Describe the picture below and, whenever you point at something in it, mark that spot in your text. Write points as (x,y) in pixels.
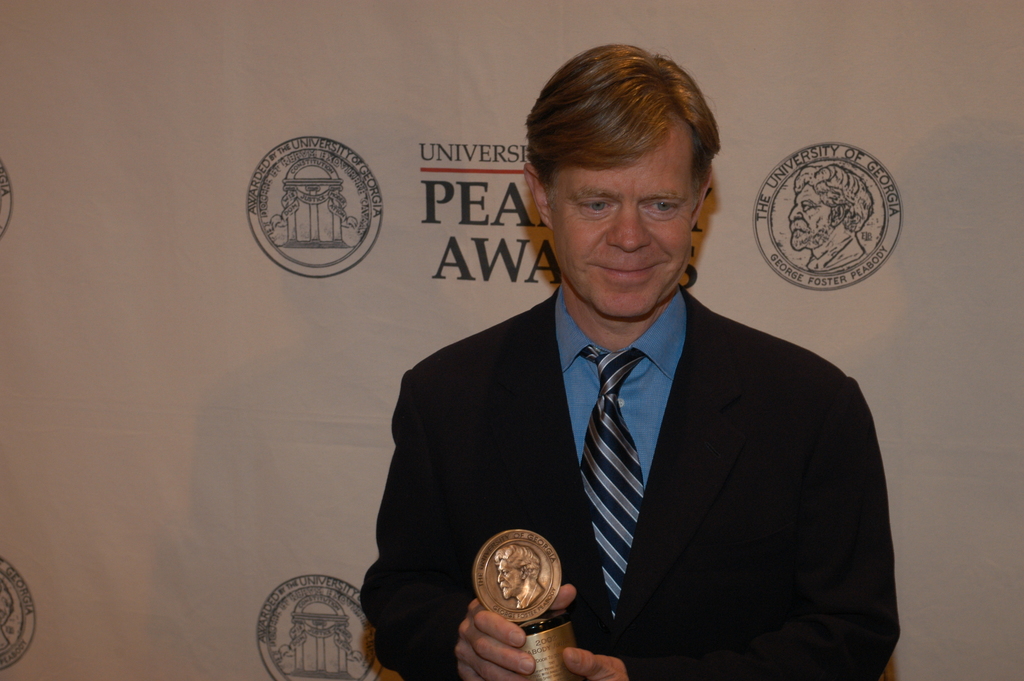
In this image we can see a person (690,459) wearing blazer (679,427), tie (610,410) and blue color shirt (644,489) is holding an award (502,618). In the background (810,340), we can see the banner (425,98) on which we can see some logos (332,597) and some text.
